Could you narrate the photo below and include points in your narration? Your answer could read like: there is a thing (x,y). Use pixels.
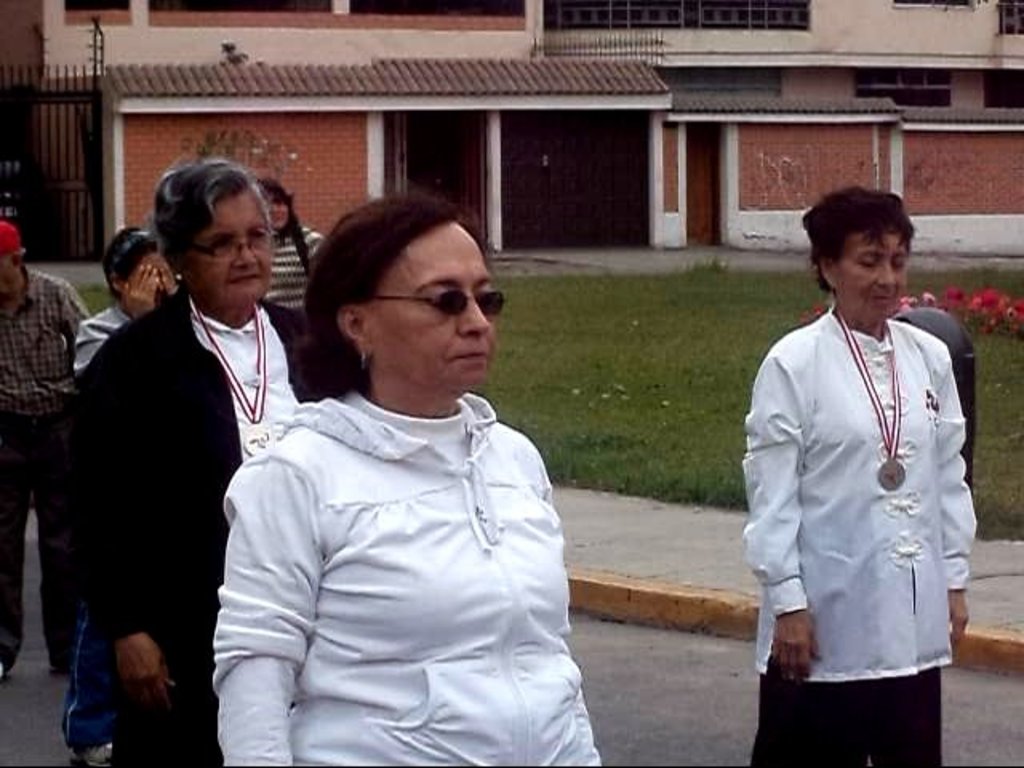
In this picture there is a woman (516,514) who is wearing white jacket (494,464) and goggles (443,300). Beside her we can see an old woman (201,294) who is wearing a black jacket (204,485). On the right (863,534) there is another woman (872,524) who is wearing white jacket (877,524) and medal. On the left (132,233) background (16,332) we can see three person (16,348) standing on the road (22,624). In the background (339,171) we can see building (505,134). On the top left (71,139) there is a steel gate (71,139). On the right (987,291) we can see flowers (995,313) and grass (637,359).
